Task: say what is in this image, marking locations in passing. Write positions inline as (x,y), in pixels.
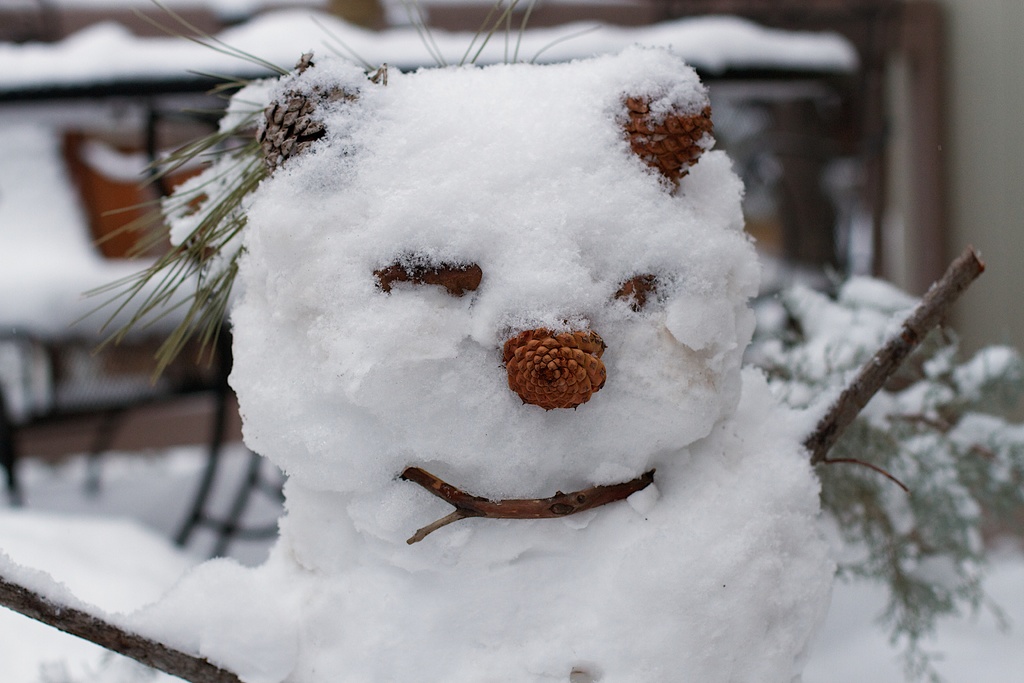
In the picture we can see a snow made doll (512,526) and some costumes (445,518) for it and in the background (71,186), we can see some chairs (215,441) and table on it we can see snow (610,29).
